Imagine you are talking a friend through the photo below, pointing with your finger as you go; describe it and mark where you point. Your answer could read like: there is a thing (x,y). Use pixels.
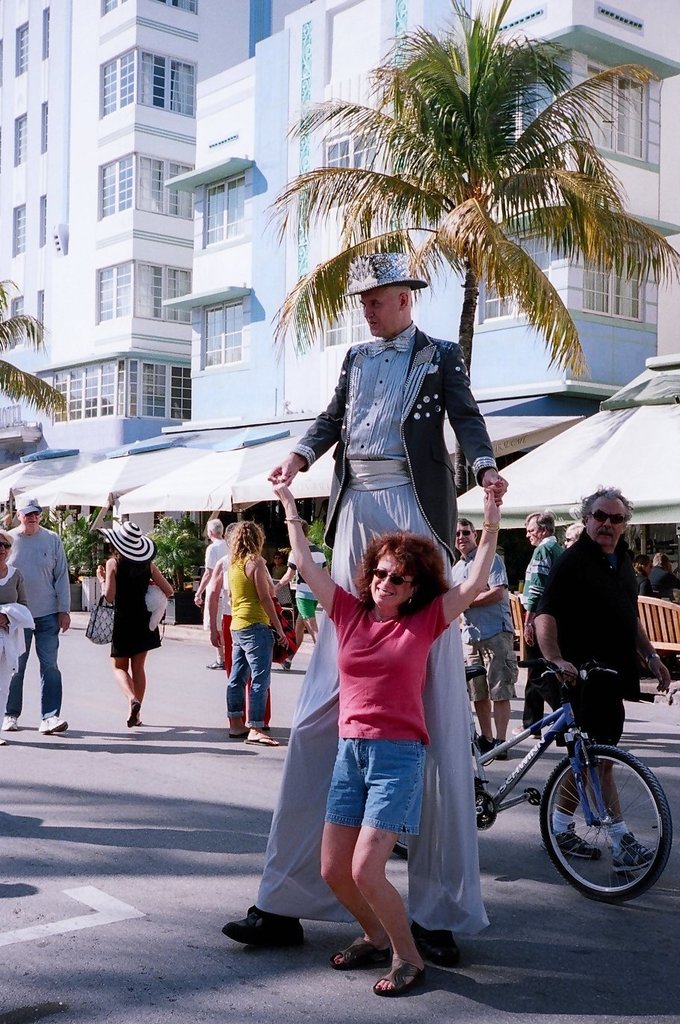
In this picture there are people (327,583) in the center of the image (353,612) and there are buildings (642,327) and trees (39,323) in the background area of the image (282,421), there are stalls (272,431) in the center of the image (287,433).
